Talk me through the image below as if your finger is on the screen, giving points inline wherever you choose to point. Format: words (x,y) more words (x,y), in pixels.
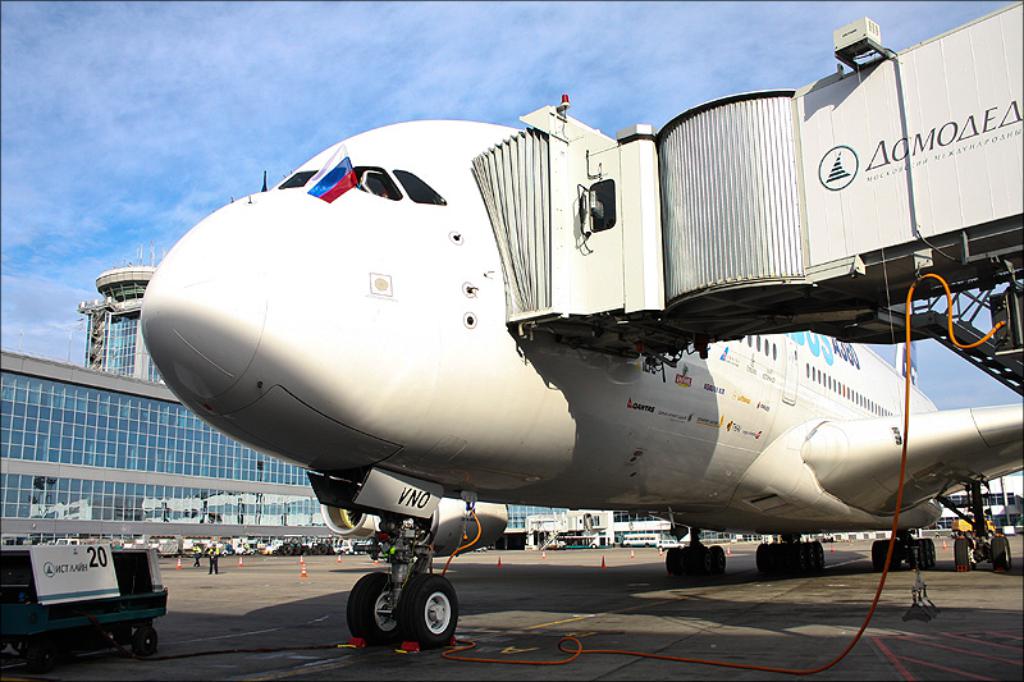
In this picture I can see a plane (381,370) on the ground (886,581), behind we can see buildings (27,388), vehicles (105,563) and we can see a person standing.
